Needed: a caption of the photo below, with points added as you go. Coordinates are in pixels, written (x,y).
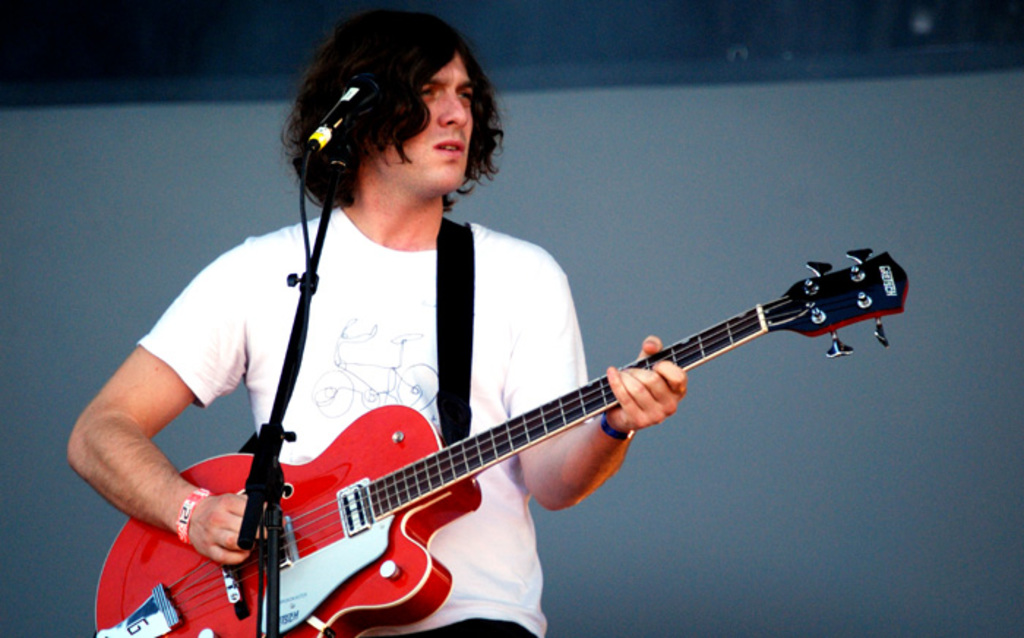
In this image we can see a man (489,392) wearing white t shirt (494,356) is holding a guitar (406,483) in his hands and playing it. There is a mic (319,128) in front of him.
